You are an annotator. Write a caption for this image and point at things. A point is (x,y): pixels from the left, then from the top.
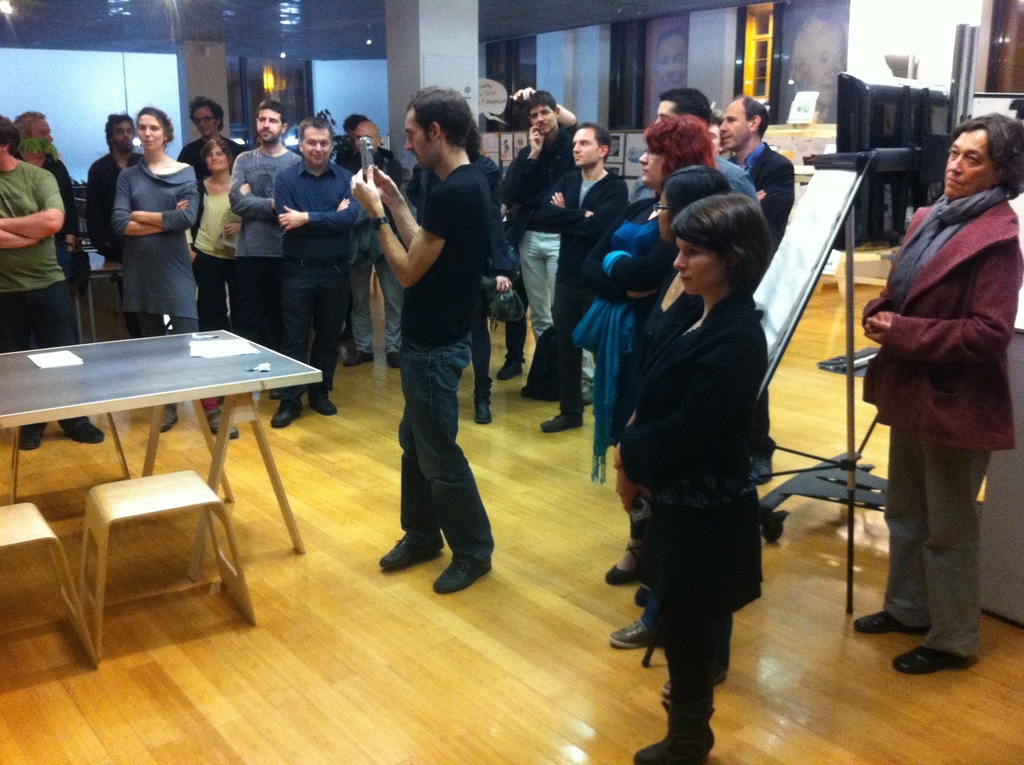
There are many persons (539,185) standing. A person (439,260) in the center (443,277) is holding a camera (371,158). On the left side (174,346) there is a table (99,400) and stools (142,491). In the back (802,276) there is a stand (809,257) with board (825,237). In the background (701,36) there are pillar (421,56), wall (889,50).
